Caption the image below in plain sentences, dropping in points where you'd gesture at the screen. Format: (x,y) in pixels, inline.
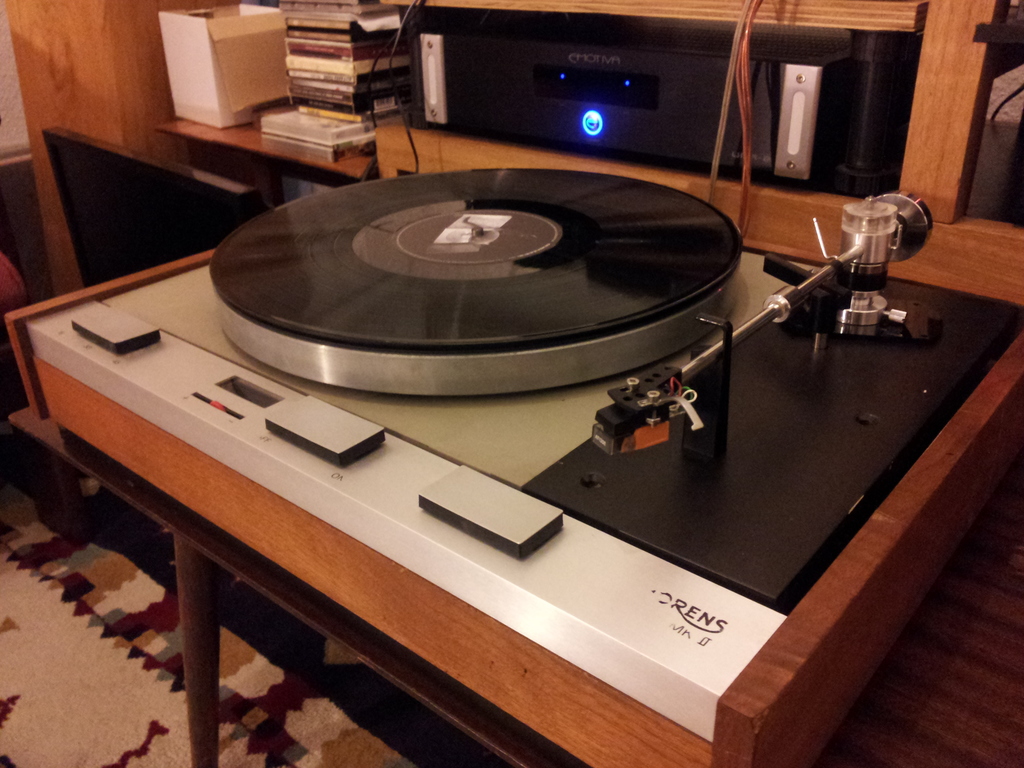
In this image I can see a record player (776,398) which is in black color. Background (318,36) I can see few CDs (322,51) on the table (260,152) and the table (244,139) is in brown color.
